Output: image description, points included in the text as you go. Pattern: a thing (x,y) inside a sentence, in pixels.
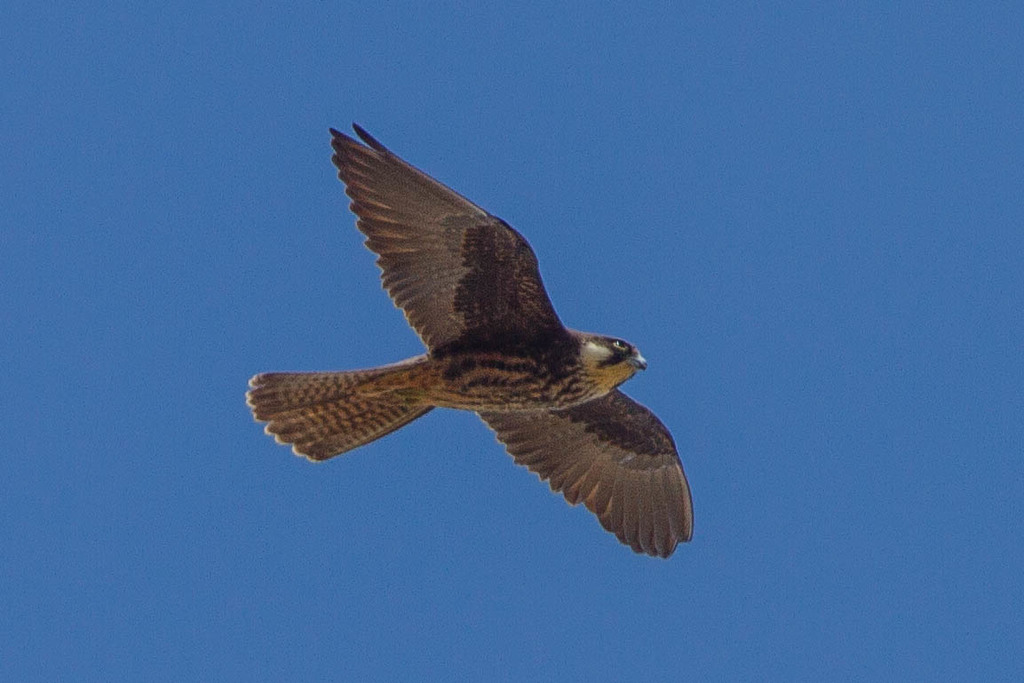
In this image we can see a bird (364,416) is flying in the air (270,579). In the background (463,47), we can see the blue color sky (206,202).
